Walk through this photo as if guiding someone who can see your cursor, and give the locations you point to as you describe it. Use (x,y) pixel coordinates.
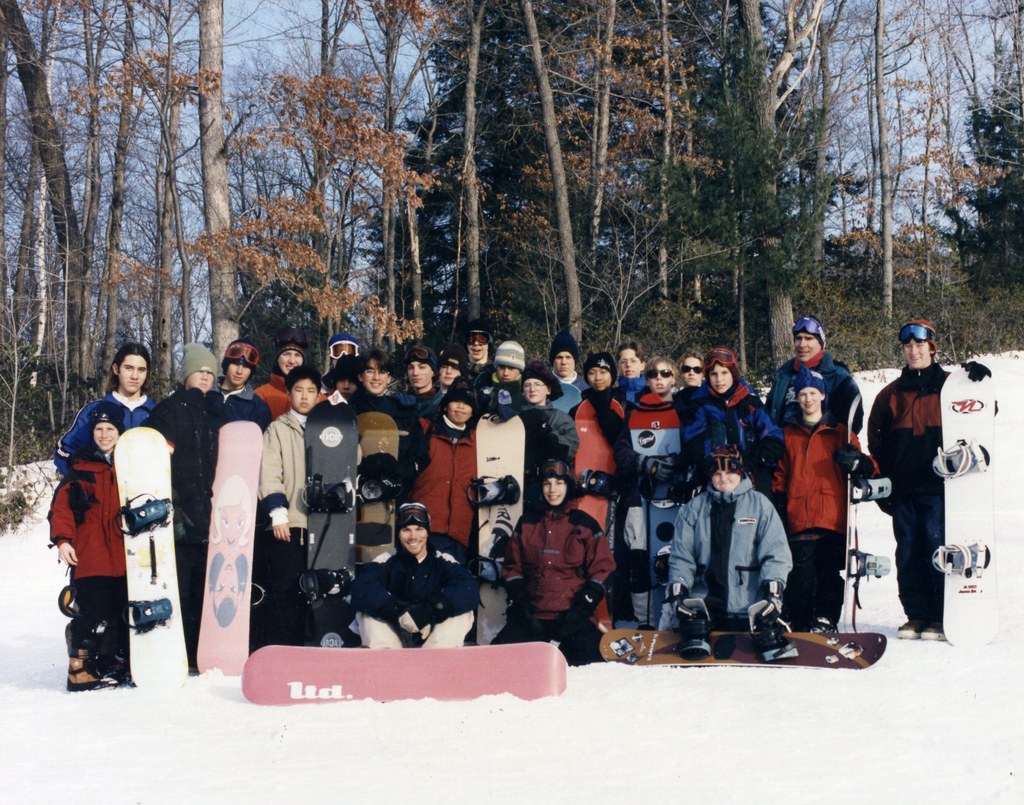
In this picture we can see a group of people (637,485), here we can see snow (864,540) and snowboards (588,445) and in the background (460,263) we can see trees (460,241), sky (986,75).
